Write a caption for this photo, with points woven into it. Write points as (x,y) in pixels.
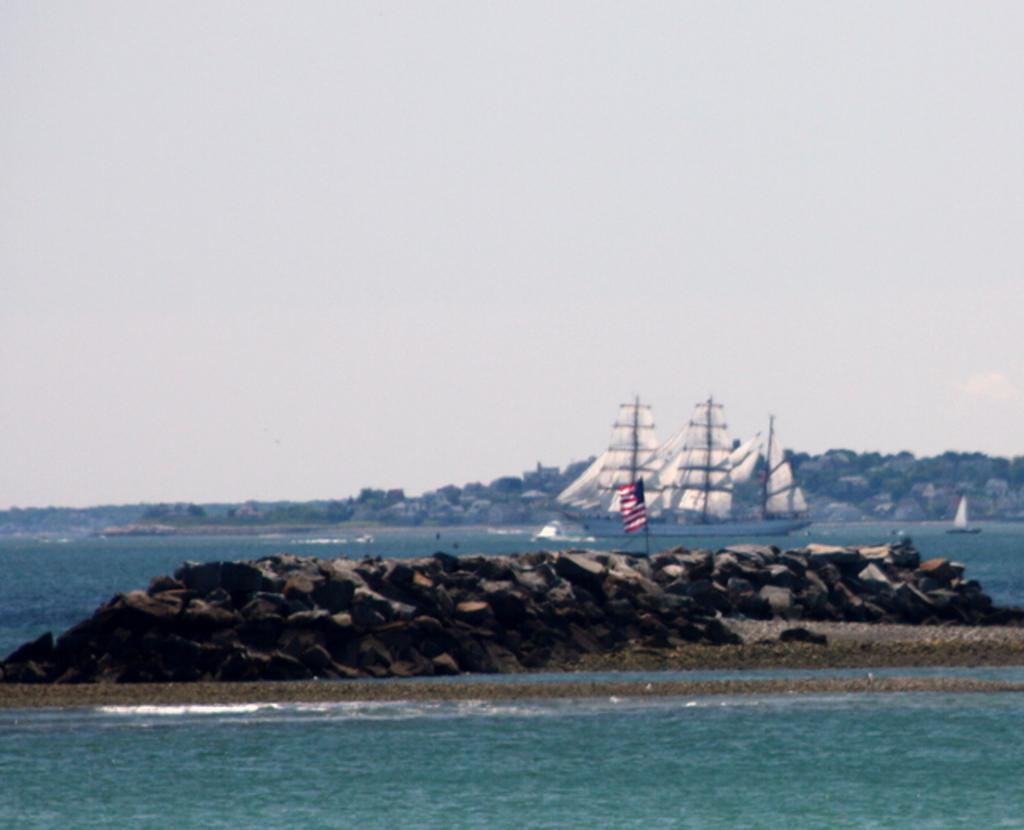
In this image we can see water (197,756). Also there are rocks (467,622). And there is a flag (626,520) with a pole (648,539). In the back (686,532) there are boats (685,520) on the water (871,532). In the background (883,503) there is hill (441,507). Also there is sky (308,275).
